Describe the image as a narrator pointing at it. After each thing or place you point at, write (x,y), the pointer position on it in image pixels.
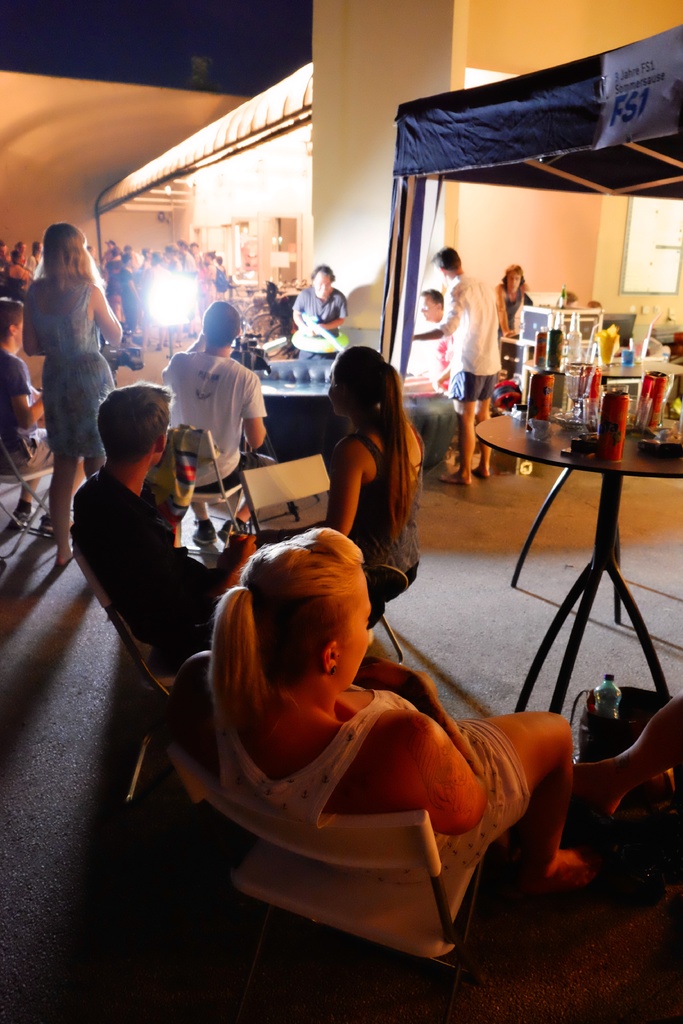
In this picture, there are group of people (79,325) some people (70,315) are standing and some people (239,662) are sitting on a chair (277,860). There is a table (572,468), on the table (566,459) there is a can (623,407) and bottles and back side of them there is a white wall (74,153).
